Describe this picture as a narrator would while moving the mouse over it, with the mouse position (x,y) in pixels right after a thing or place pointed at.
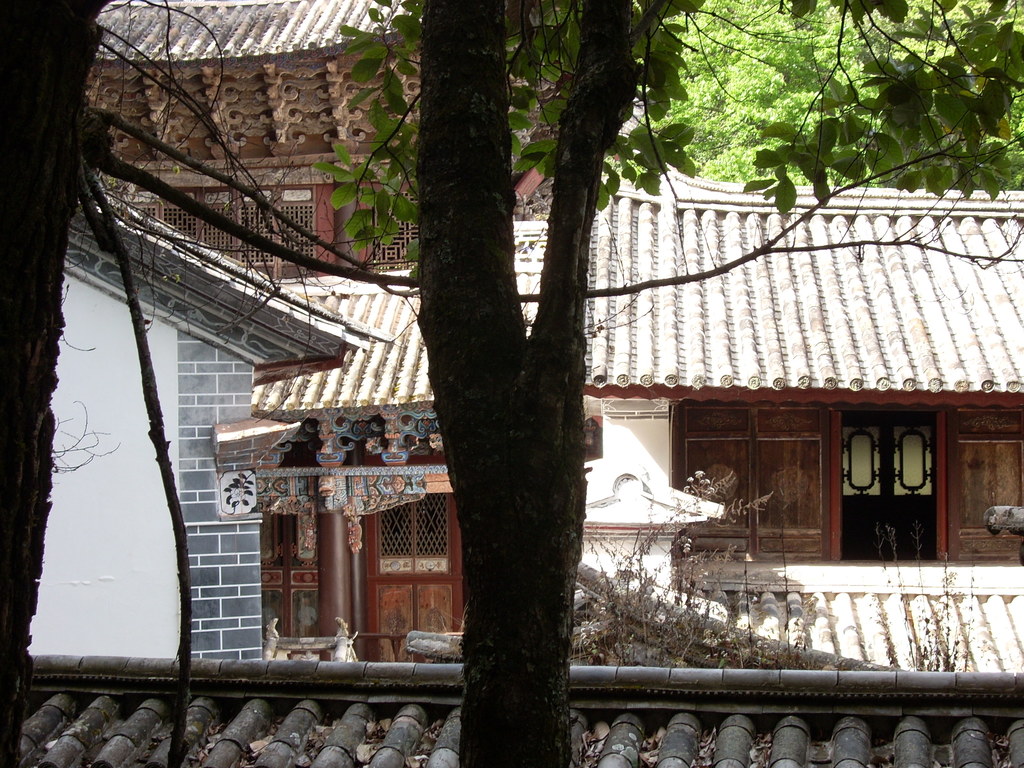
In this picture we can see few houses (427,369) and trees (561,212).
